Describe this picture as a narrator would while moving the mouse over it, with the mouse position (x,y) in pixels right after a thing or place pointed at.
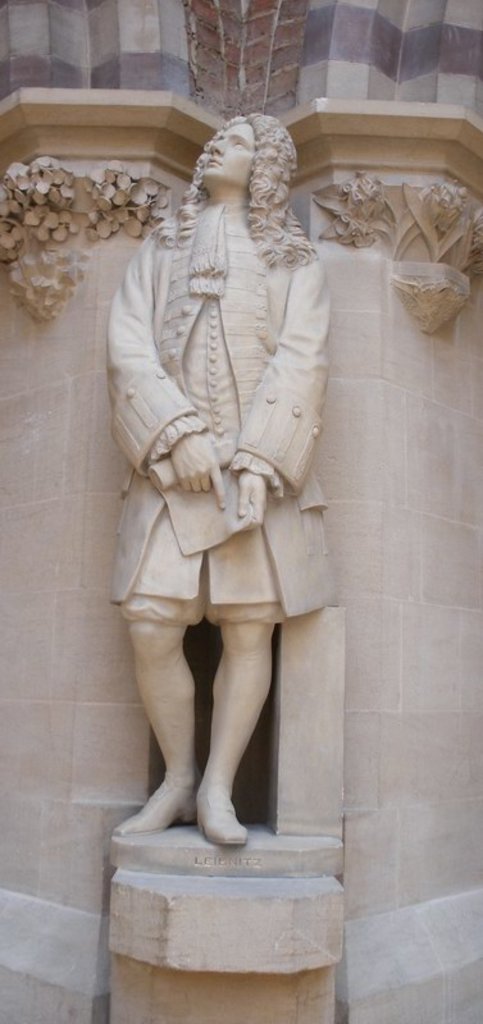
This is the sculpture (213,445) of the man (209,435) standing and holding a paper (204,518). These are the kind of pillars (409,430). I can see the design (94,230) carved on the pillars (420,251).
